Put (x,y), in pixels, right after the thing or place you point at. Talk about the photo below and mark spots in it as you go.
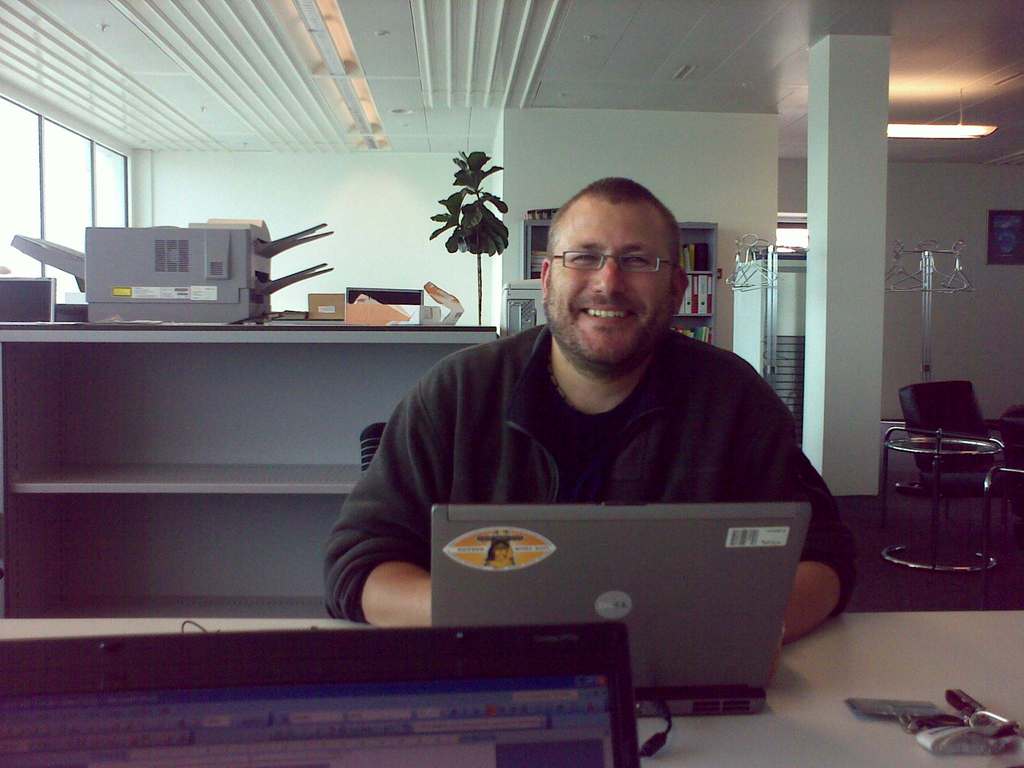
In this picture, we see a man (561,390) is sitting on the chair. He is wearing the spectacles (597,261). He is smiling. In front of him, we see a table (747,722) on which the laptops (573,681) and ID card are placed. Behind him, we see a rack (285,403) and a table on which an electronic device (135,263) is placed. Beside that, we see a white box (391,293) and beside that, we see a plant pot (466,246). On the right side (921,408), we see the chairs (929,424). Beside that, we see a pillar (853,322). In the background (702,245), we see a rack (703,315) in which the books (694,287) are placed. Behind that, we see a white wall (603,156). On the right side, we see a photo frame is placed on the wall (891,232). At the top (902,84), we see the lights (937,125) and the ceiling (363,60) on the room (308,99). On the left side (39,161), we see the windows (98,195).
